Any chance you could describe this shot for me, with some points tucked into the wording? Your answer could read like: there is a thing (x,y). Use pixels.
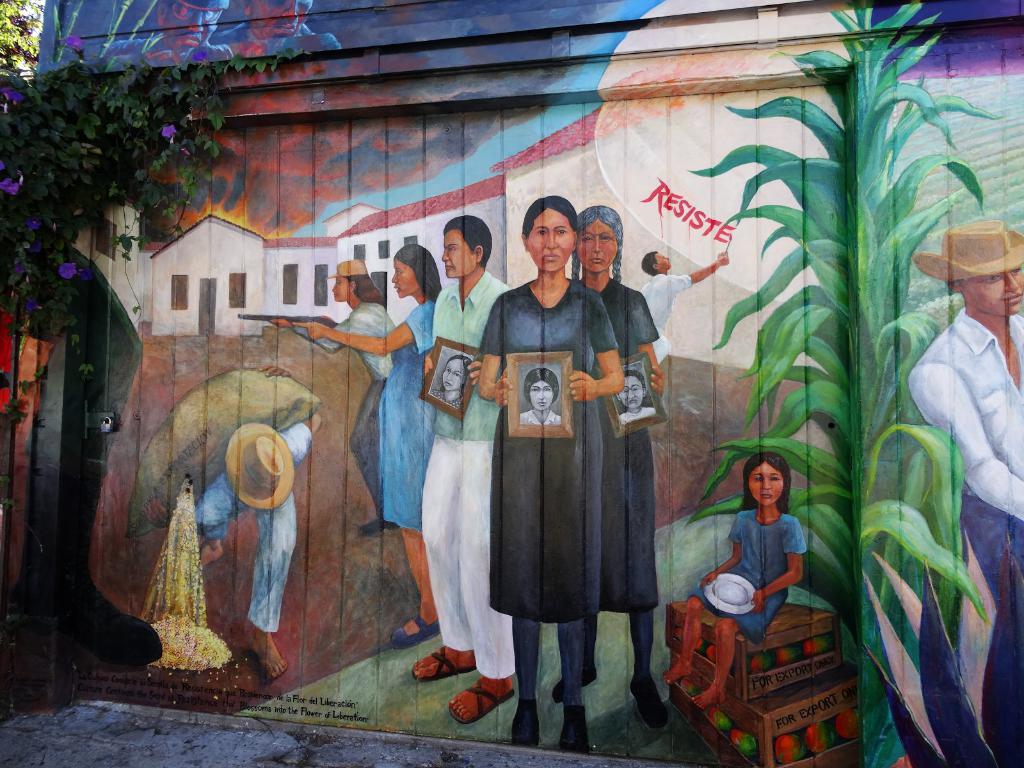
In this picture we can see painting (339,319) on wooden wall (626,492). Here we can see group of persons (507,435) standing near to the girl (772,546) who is sitting on the crates (771,666). Here we can see a man (1007,518) who is wearing a white shirt (988,443), jeans (997,514) and hat (918,266). On the top left corner (25,184) we can see trees (25,184).
